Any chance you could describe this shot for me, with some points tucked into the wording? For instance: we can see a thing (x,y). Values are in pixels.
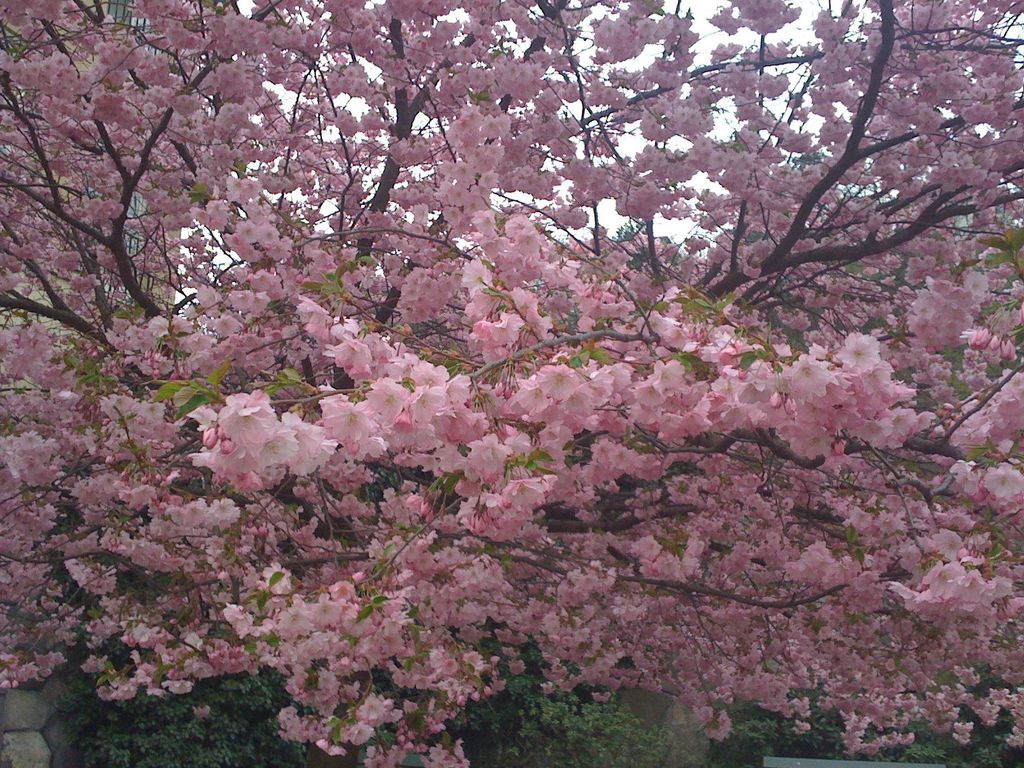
In this picture we observe a tree (517,361) on which pink flowers (371,346) are there on top (507,128).
